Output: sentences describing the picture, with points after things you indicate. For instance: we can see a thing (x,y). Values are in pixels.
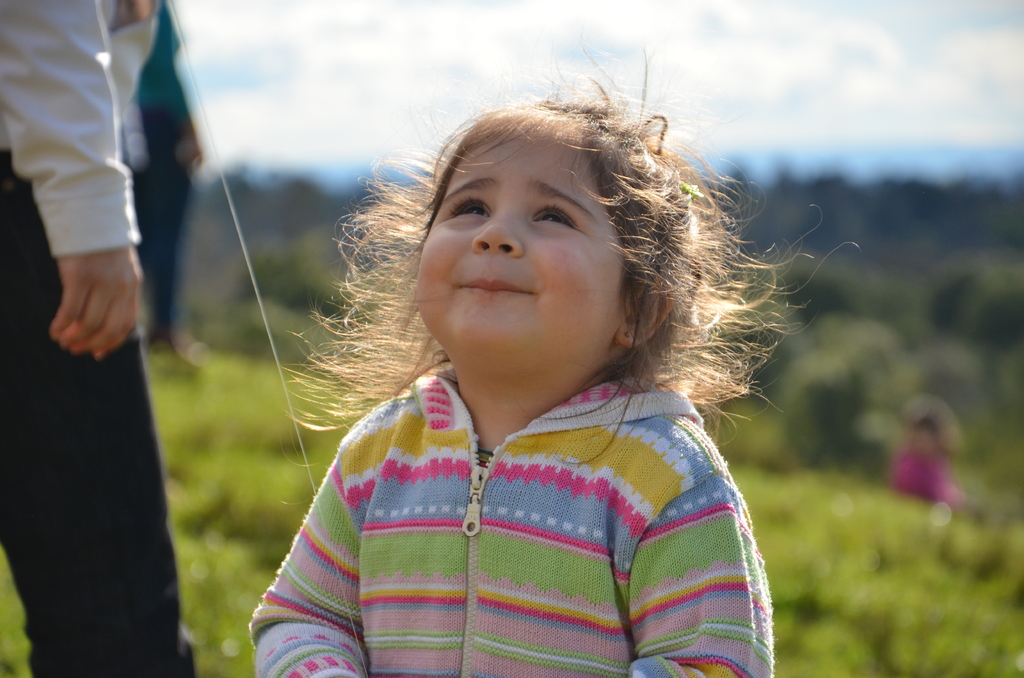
In this picture there is a small girl (750,663) in the center of the image (356,260), by holding a thread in her hands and there is a man (156,661) who is standing on the left side of the image (23,532), there is greenery (879,204) in the background area of the image (865,205).
